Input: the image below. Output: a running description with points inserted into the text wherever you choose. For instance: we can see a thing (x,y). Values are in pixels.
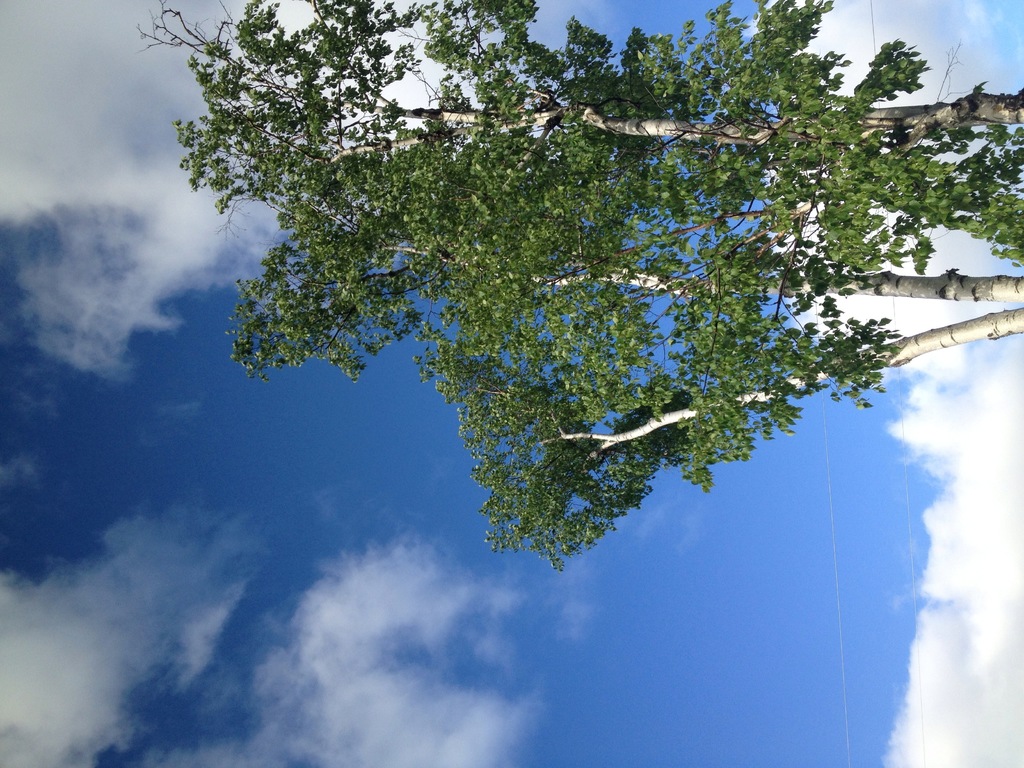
In this image I can see the green color tree (559,481) and the sky (501,662) is in blue and white color.
